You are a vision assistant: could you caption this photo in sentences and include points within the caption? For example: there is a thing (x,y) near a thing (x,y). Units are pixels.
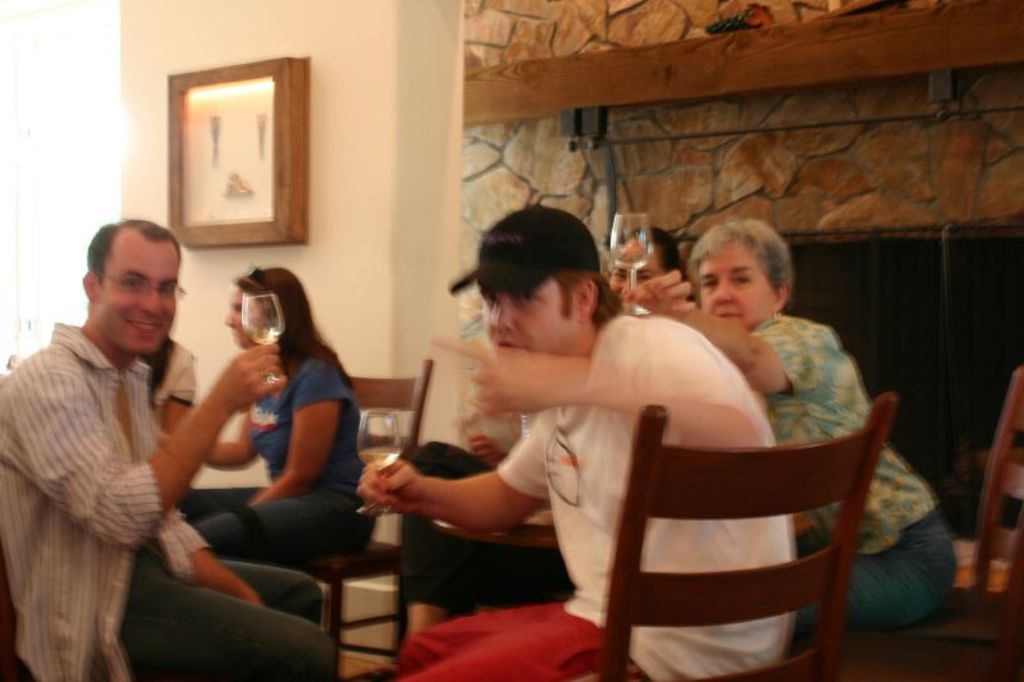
Here we can see group of people (233,516) sitting on chairs (712,458) and some of them are having glasses (265,320) and wine (259,337) in some
